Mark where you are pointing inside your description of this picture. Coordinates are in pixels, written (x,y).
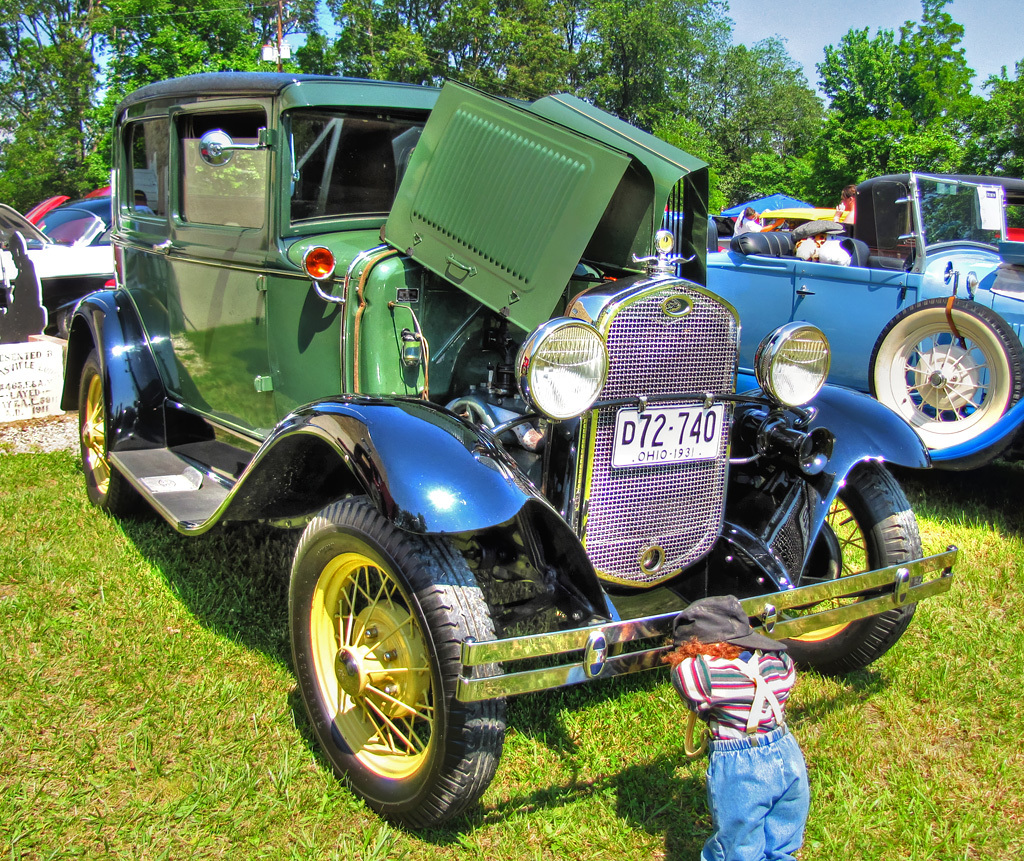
In this image, I can see two antique cars (680,413), which are parked. This looks like a toy (728,695). Here is the grass (599,769). In the background (75,168), I can see the trees (584,99). I think this is a current pole (279,21). On the left side of the image (19,310), that looks like an object (26,296). Here is a person (761,226) standing.
